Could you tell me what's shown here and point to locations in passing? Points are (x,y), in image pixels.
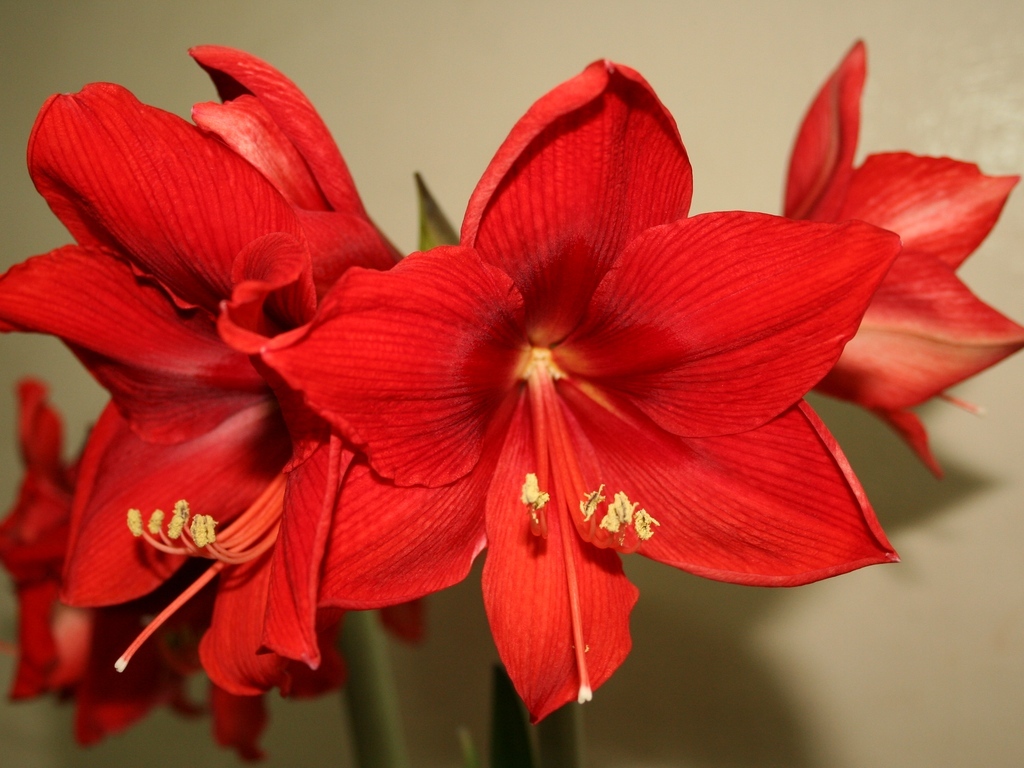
In this picture we can see red color flowers (262,423).
